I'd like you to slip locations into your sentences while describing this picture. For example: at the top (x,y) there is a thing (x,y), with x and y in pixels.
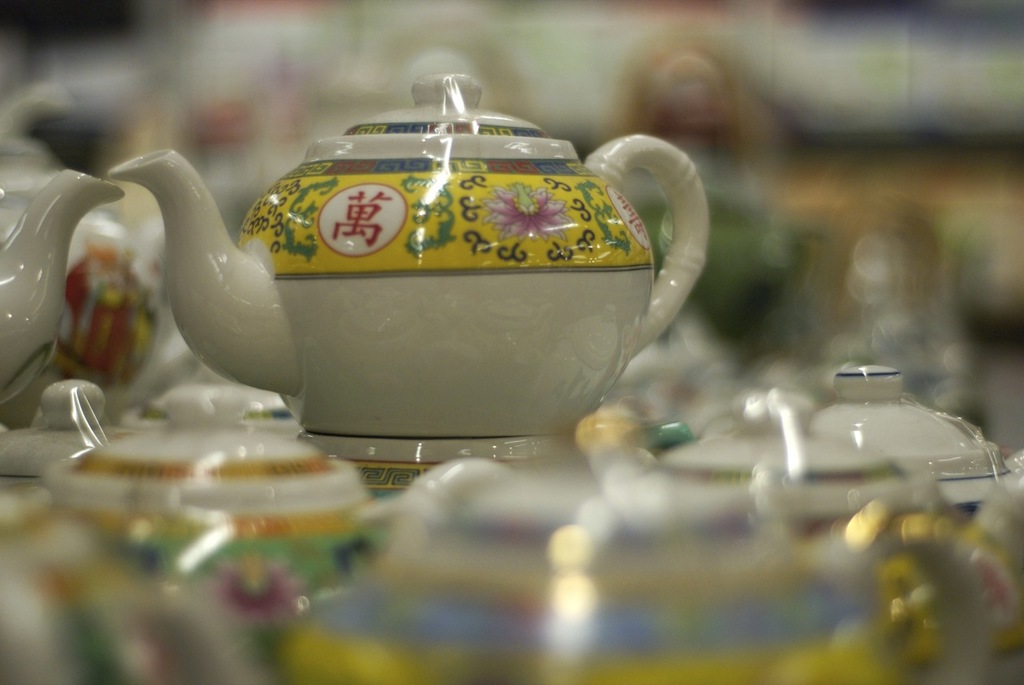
There are many kettles (348,264). On the kettle (417,231) there is a design (405,203). In the background (552,100) it is blurred.
